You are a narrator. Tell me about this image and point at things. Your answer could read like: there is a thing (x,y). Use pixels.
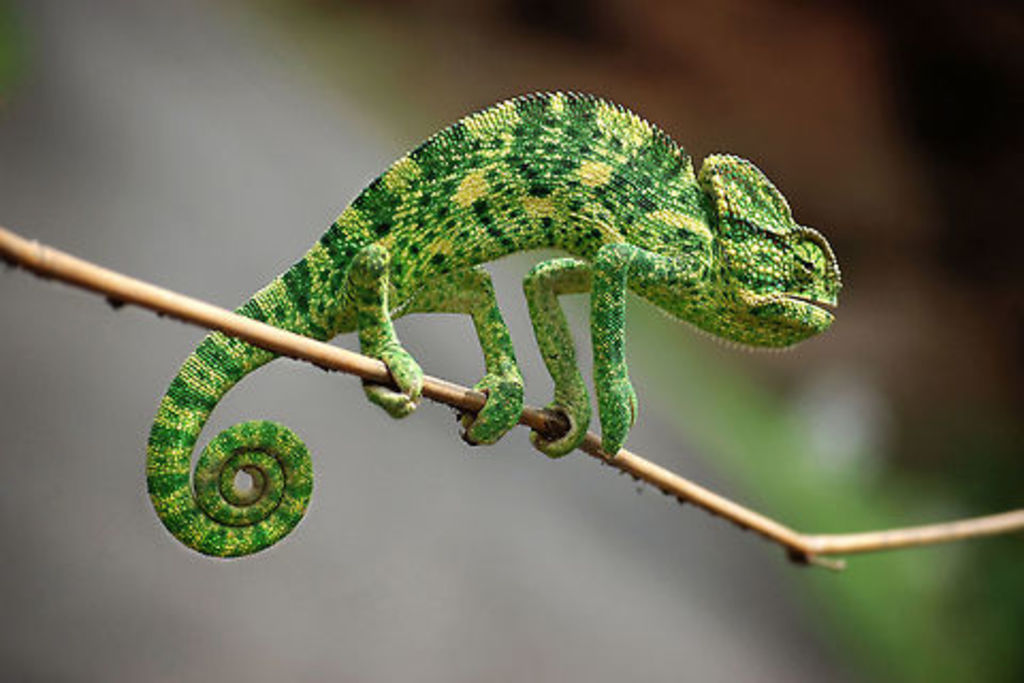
In this image, we can see a chameleon (544,173) on the stick (346,365). In the background (907,433) image is blurred.
